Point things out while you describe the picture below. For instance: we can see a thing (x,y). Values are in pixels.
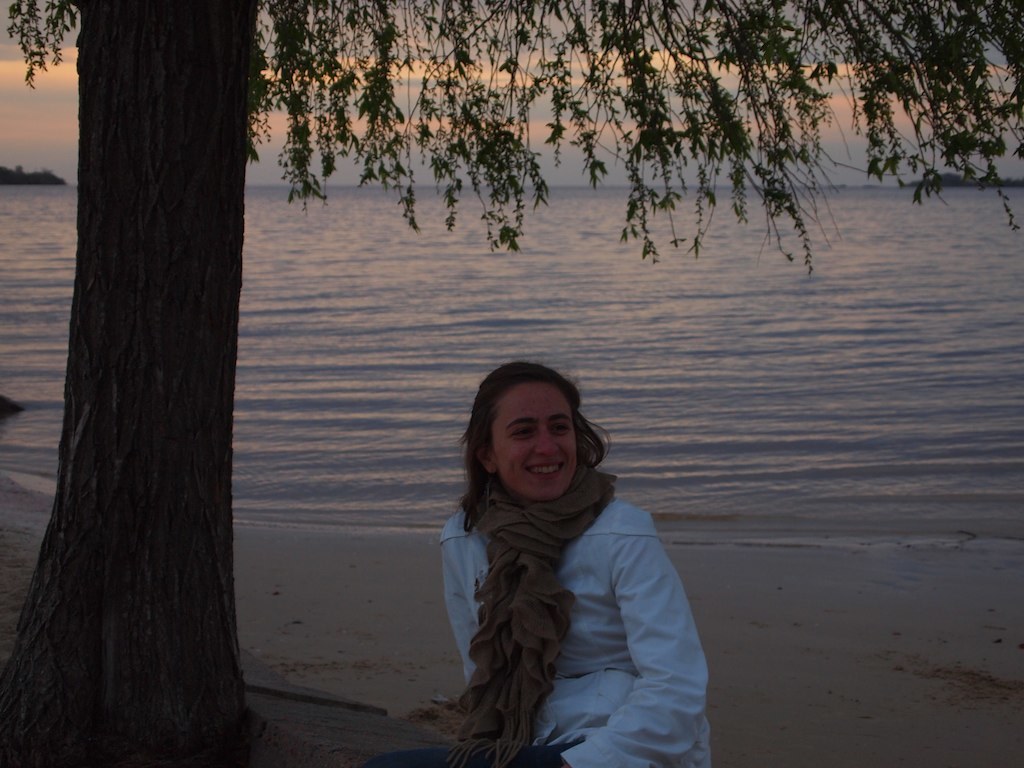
This is the picture of a sea (566,276). In this image there is a person (466,465) sitting and smiling. On the left side of the image (175,616) there is a tree (84,514). At the back (443,414) there is water (632,251). At the top (406,127) there is sky (410,96) and there are clouds (345,104). At the bottom (863,743) there is sand (875,664).
